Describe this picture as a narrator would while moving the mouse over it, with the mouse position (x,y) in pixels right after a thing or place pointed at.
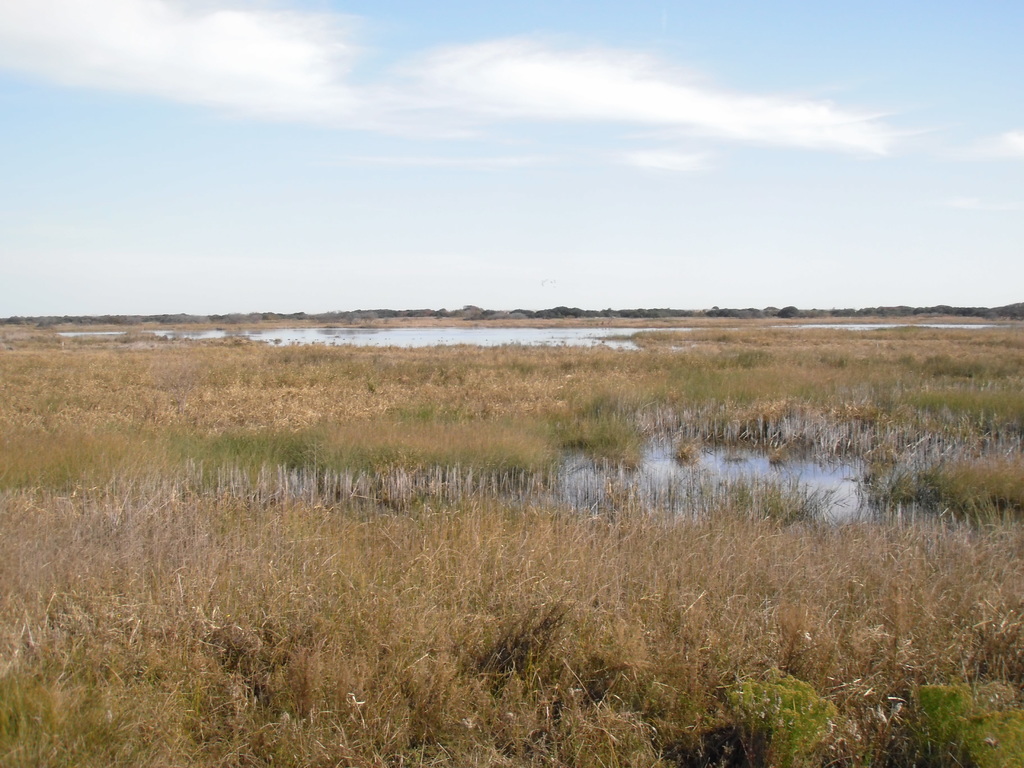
In this image I can see the grass (457,488) and the water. In the background (252,294) I can see the clouds (474,96) and the sky (385,227).
